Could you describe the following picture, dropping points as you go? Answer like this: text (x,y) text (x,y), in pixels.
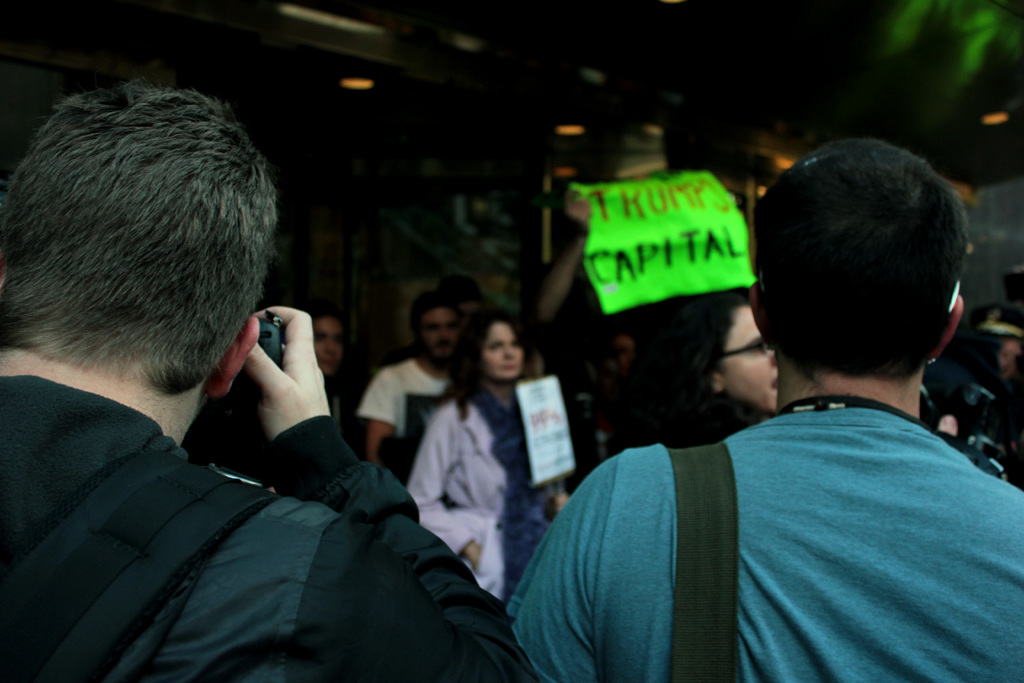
In this image there are group of persons (444,429). In the front (309,539) on the left side (184,525) there is a man (237,567) standing and clicking a photo. On the right side (838,583) there is a man (801,564) wearing bag (712,541). In the background (646,301) the person (551,306) is holding a banner (655,243) with some text (666,211) written on it.
